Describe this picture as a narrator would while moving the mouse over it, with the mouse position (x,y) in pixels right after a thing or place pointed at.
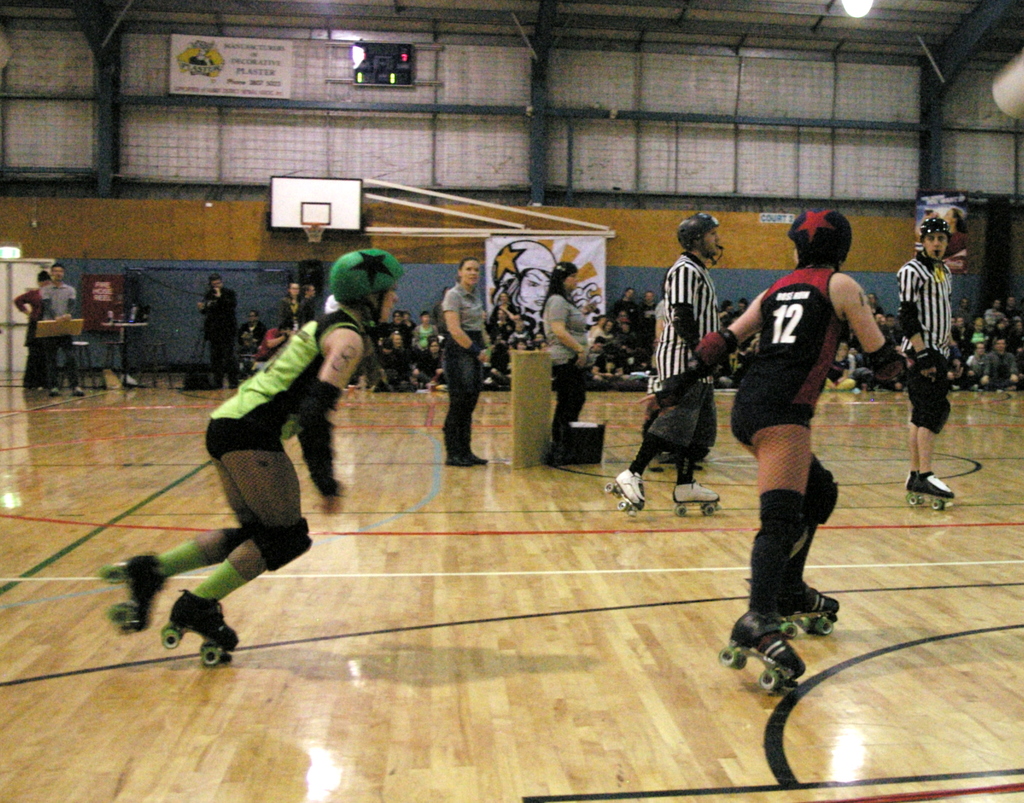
In the image there are few people (189,552) with helmets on their heads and they wore skating shoes (150,566). And they are skating on the floor (342,593). There are two persons (557,325) standing on the floor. Behind them there are many people (991,365) sitting on the floor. And also there are few people (70,343) standing. Behind them there is wall (367,205) with basketball board (331,215). At the top of the image (75,86) there is fencing (625,84) with rods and also there is a poster (245,48) with something written on it and also there is a black color object (401,47).
